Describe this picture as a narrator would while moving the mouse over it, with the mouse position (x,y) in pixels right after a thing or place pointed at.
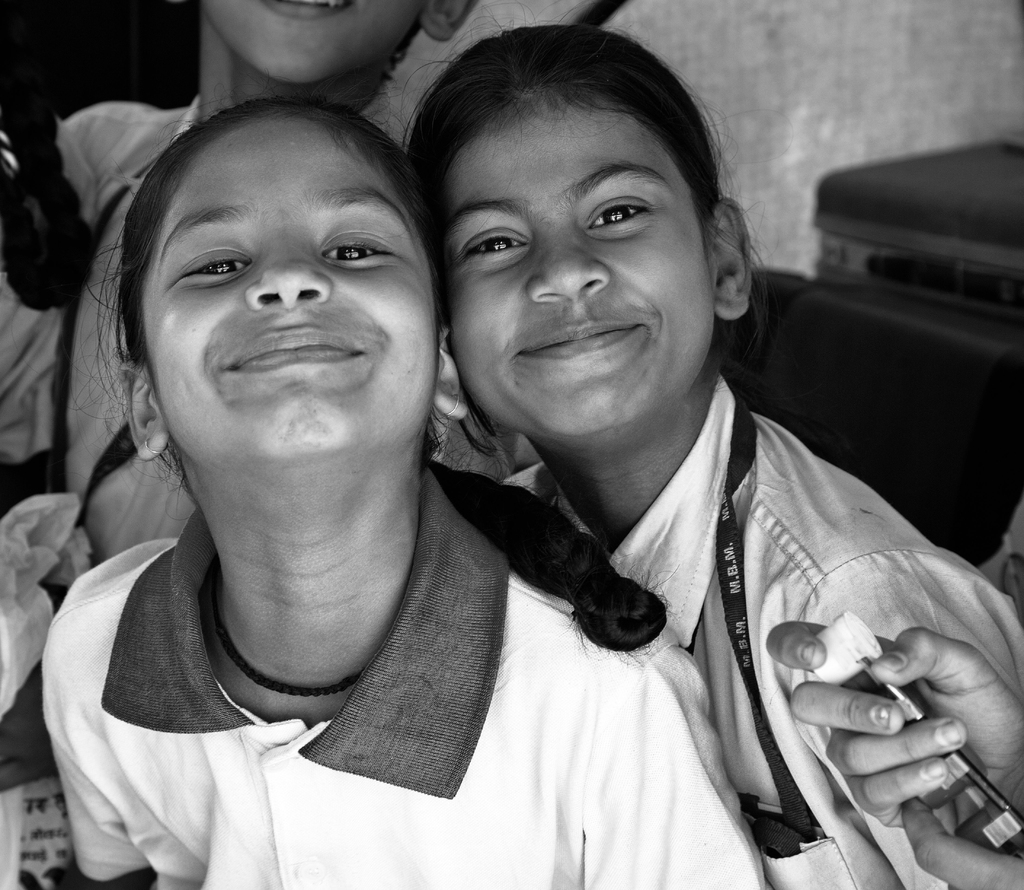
This is a black and white picture. Here, we see two girls (567,579) in the uniform (176,666) are smiling. Behind them, we see another girl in the uniform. At the bottom of the picture (942,869), we see the hands (935,747) of human (851,755) holding something. Behind them, we see a suitcase (892,235) placed on the table (901,364). Beside that, there is a wall (720,103). In the background (795,186), it is blurred.
